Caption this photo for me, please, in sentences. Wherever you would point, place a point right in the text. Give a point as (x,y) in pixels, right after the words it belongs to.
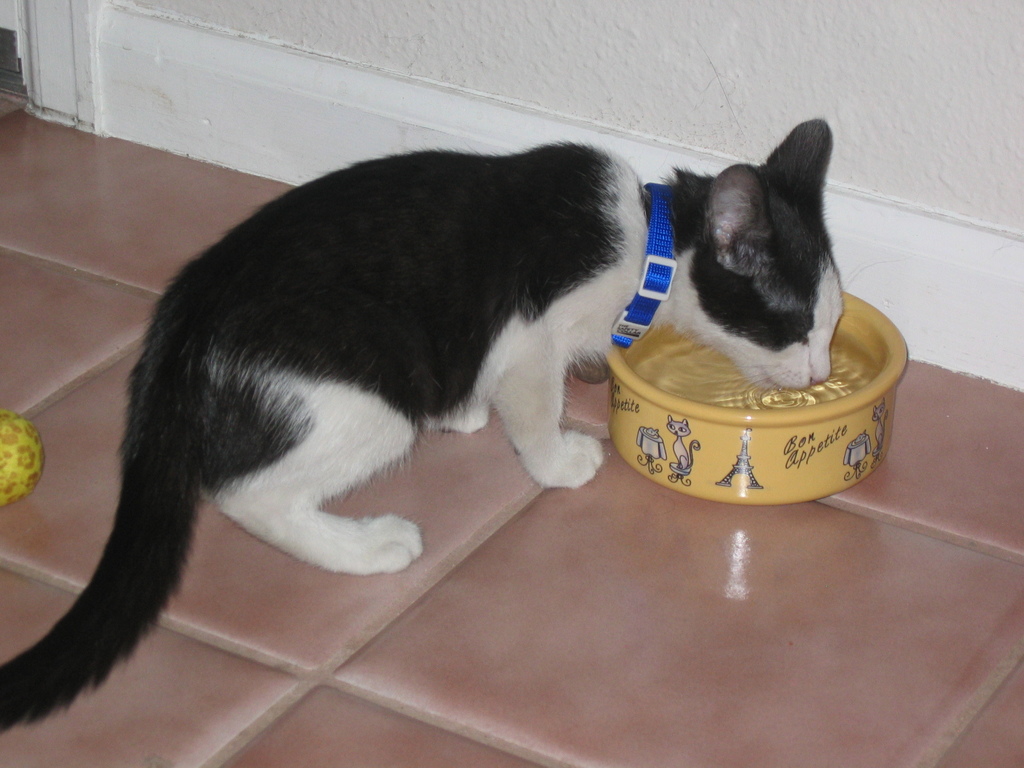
In this image I can see the cat (560,297) in black and white color and in front of the cat (540,250) I can see the water (863,370) in yellow color bowl (806,444). Back I can see the white color wall (626,76).
